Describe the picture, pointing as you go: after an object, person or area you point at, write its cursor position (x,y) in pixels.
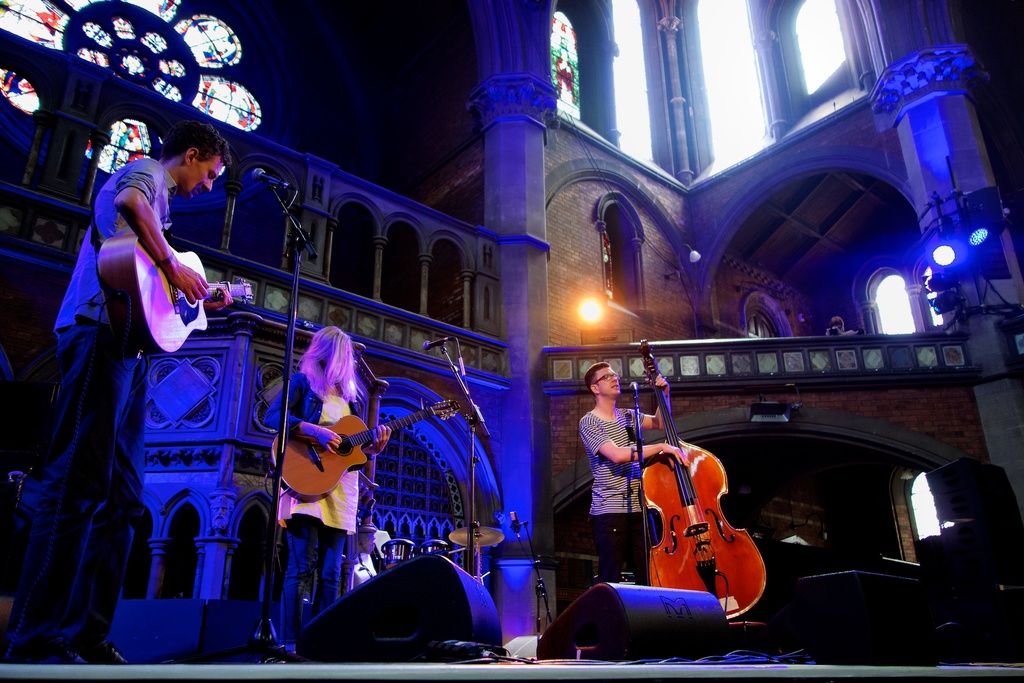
This is a picture taken on a stage (219,650), there are three persons (636,479) standing on a stage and holding a music instrument (153,309) in front of these people (617,461) there are microphones (289,182) with stands (282,417) and on the stage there are some music systems (426,590). Behind the people (635,430) there is a wall (468,246) glass window (100,25), lights (951,263) and on top of the floor (831,342) there is a person (836,334) holding camera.
